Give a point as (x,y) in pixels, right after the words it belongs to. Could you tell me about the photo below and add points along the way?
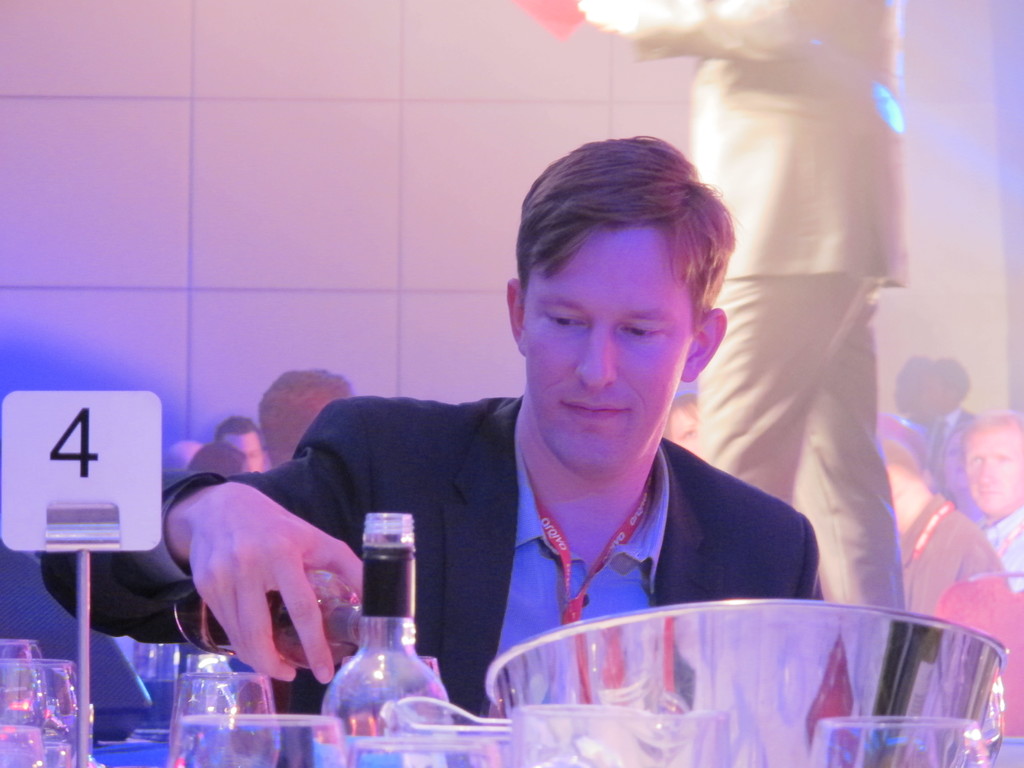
In this image we can see a few people (504,595), one of them is holding a bottle (334,576), in front of him there are glasses (932,735), bottle (385,592), a bowl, there is a card (80,427) with a number (75,454) on it, also we can see the wall (468,202).
